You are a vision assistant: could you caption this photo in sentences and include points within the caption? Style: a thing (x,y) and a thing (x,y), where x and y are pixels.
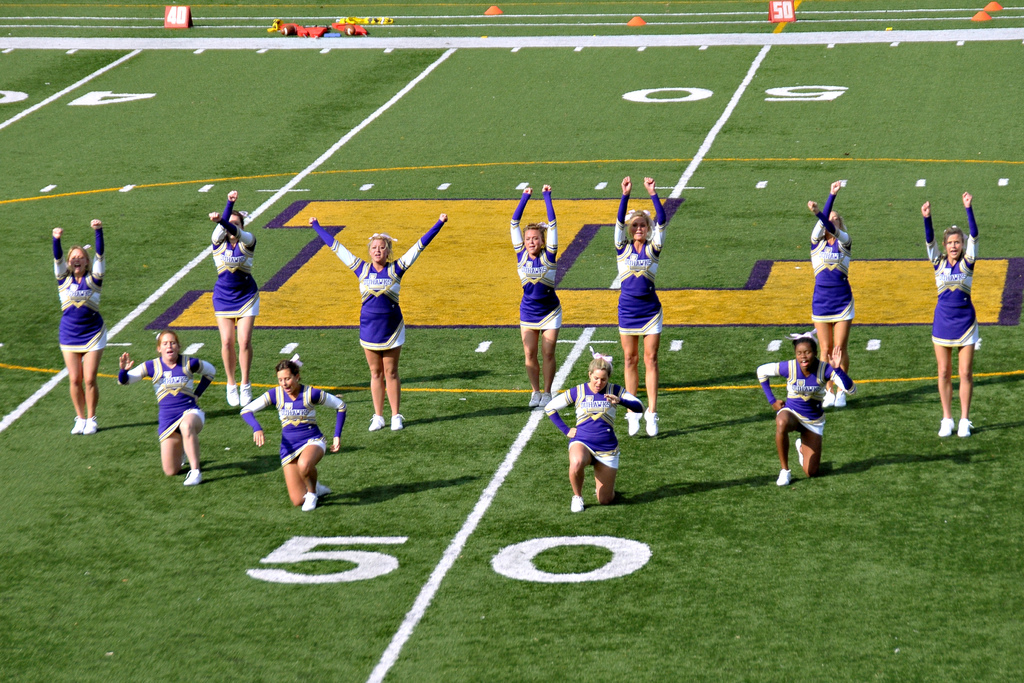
In this picture there are four women (817,460) who are in squat position. Backside of them we can see another seven women (817,313) are standing. And they are wearing the same dress (818,417). This group (599,417) is performing on the ground (673,525). At the top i can see some posters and bags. At the bottom (622,609) i can see the grass (606,662).
